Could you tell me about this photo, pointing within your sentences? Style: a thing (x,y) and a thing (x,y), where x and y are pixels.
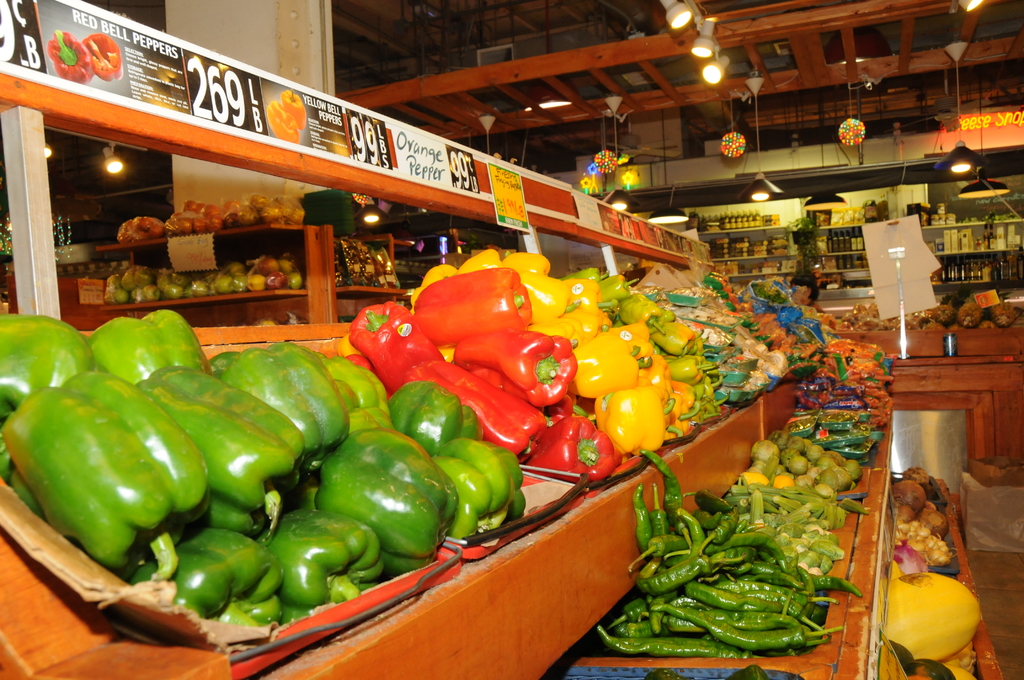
In this image I can see many vegetables (646,443) which are colorful. These are on the brown color surface (543,577). In the background (296,128) I can see many boards (306,150), few more vegetables (224,279) in the rack (255,297) and also many objects (730,262) can be seen in the racks (720,250). I can see the lights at the top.
